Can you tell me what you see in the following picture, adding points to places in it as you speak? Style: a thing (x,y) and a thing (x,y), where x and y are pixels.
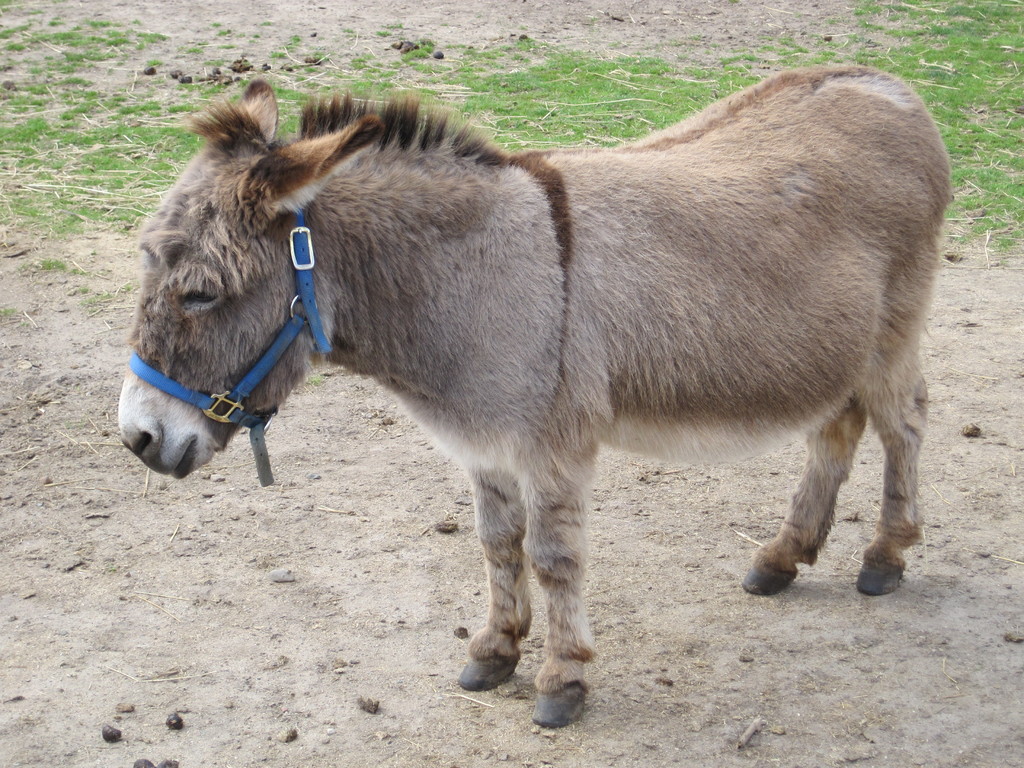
In the center of the image (568,341) we can see a donkey (253,410). And we can see a belt (243,421) is attached on the face (251,398) of a donkey (293,181). In the background (682,94), we can see the grass (836,57) and soil (350,427).
